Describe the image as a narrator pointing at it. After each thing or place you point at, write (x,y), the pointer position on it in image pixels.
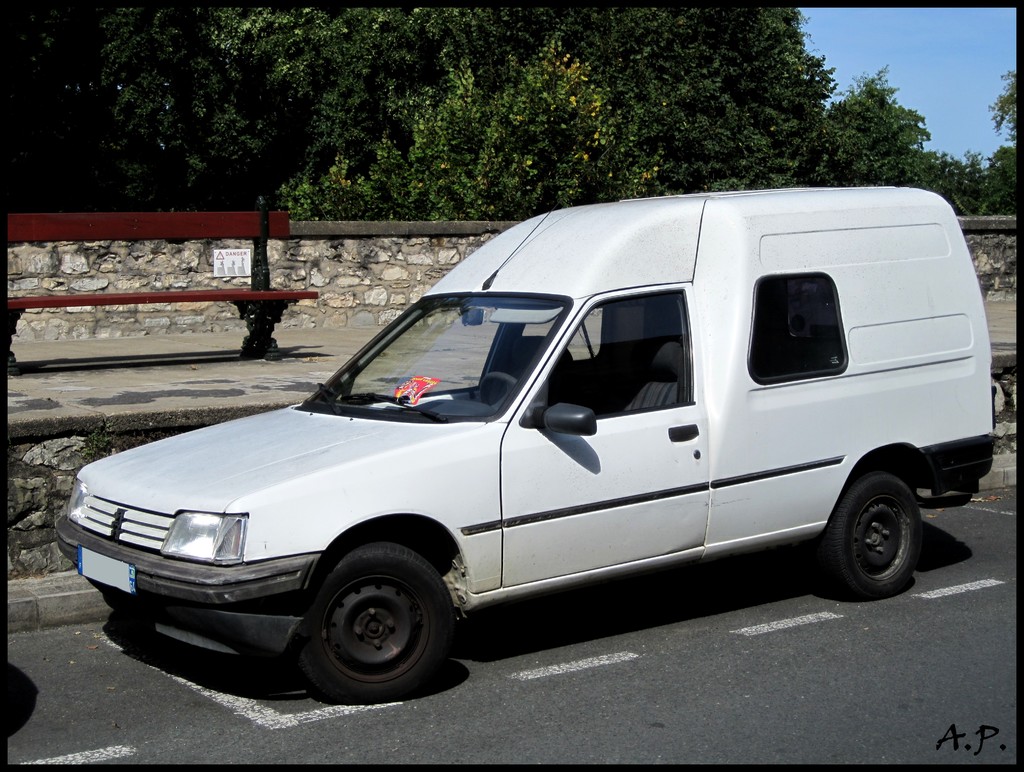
In this image, a vehicle (681,542) is parked beside the road (578,675). We can see here red color bench (99,302) on the left side (217,292). Stone wall (320,287) here, there is a board (224,262) in the left side of the image (238,269). The background (783,150), we can see few trees (572,139) and sky (910,45).
